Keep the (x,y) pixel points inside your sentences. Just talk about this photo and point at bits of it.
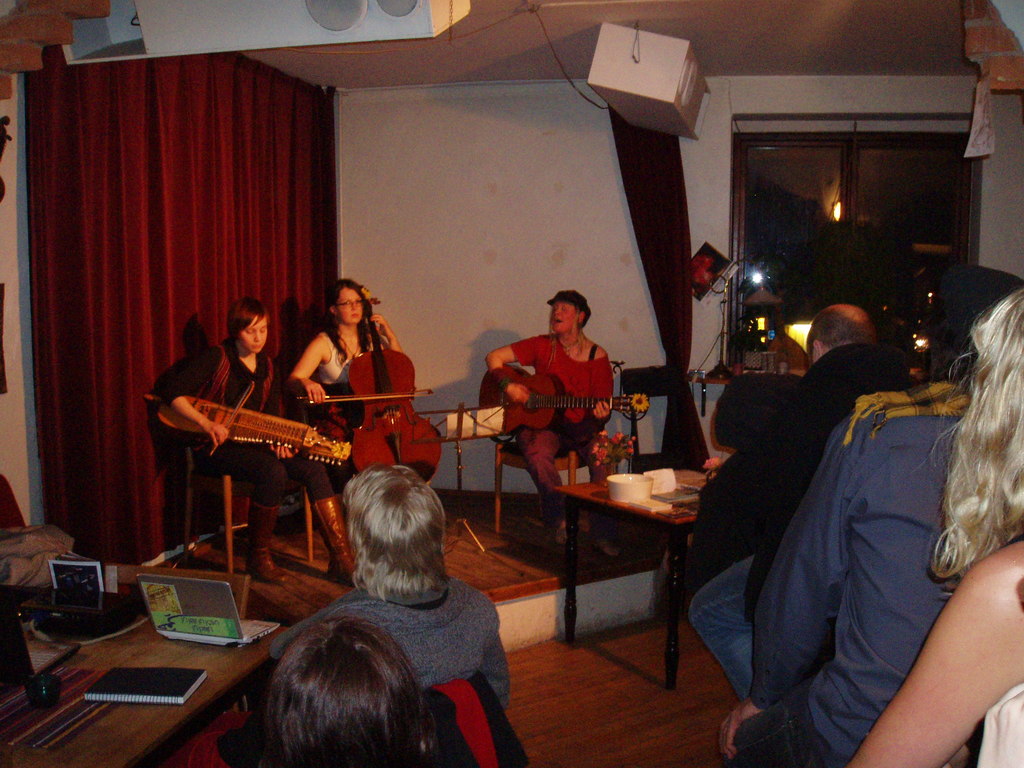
In this image we can see a three women (275,488) sitting on a chair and they are playing instruments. Here we can see a few people (966,720) who are sitting on a chair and they are watching these people (334,474). This is a wooden table (167,657) where a laptop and a book (126,672) are kept on it.
